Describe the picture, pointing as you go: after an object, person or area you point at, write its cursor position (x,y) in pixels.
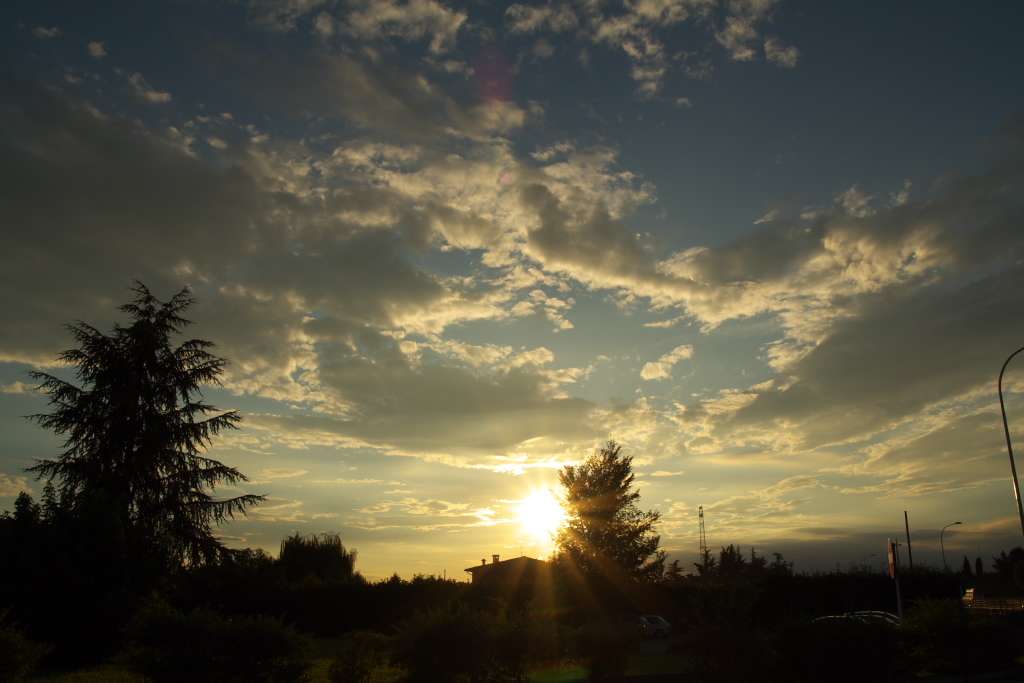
In the center of the image (404,257) we can see the sky (691,436), clouds (978,468), sun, trees (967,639), poles (910,562), sign boards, one building (534,591) etc.
